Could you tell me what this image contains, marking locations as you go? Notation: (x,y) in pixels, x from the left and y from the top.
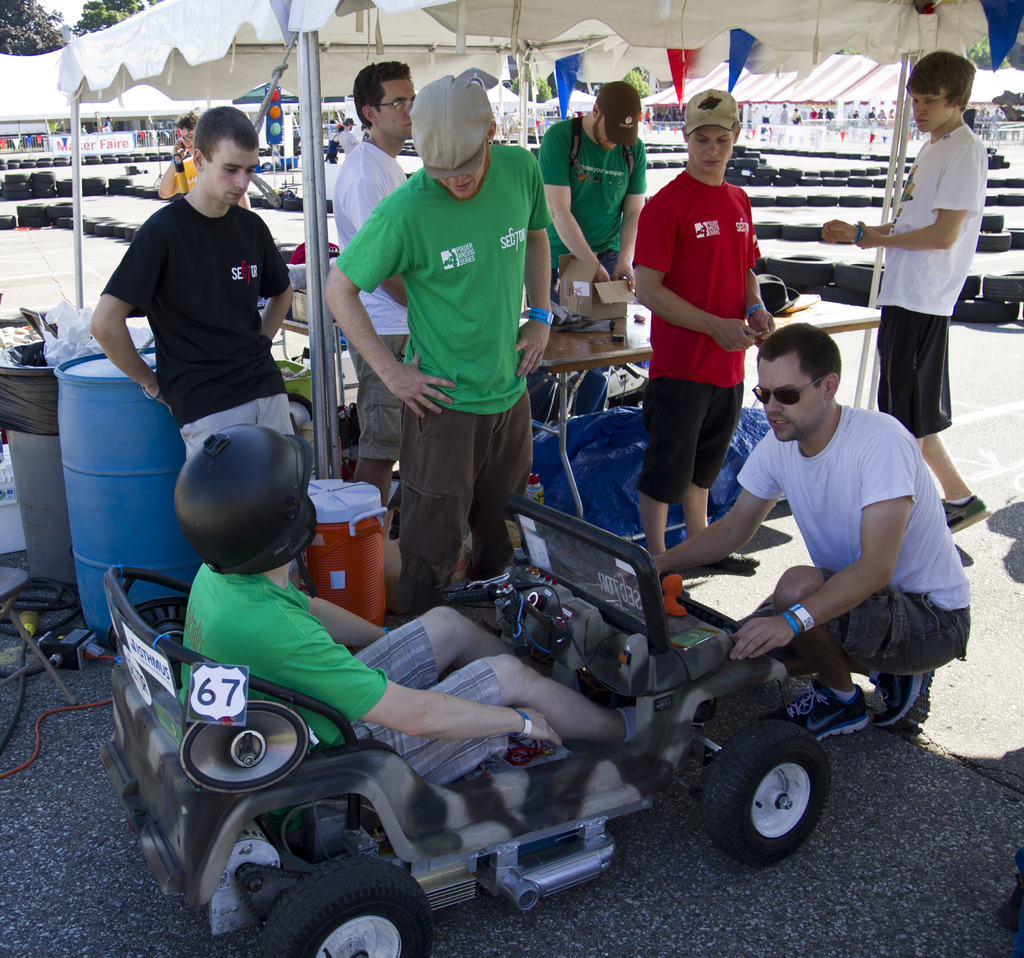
In this image, we can see persons (266,605) wearing clothes (506,354). There is a person (404,671) at the bottom of the image (518,727) sitting on the vehicle (457,789). There are some tires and tents (539,37) at the top of the image (800,23). There is a table (585,350) in the middle of the image (604,349). There is a drum (118,495) on the left side of the image (70,448).
